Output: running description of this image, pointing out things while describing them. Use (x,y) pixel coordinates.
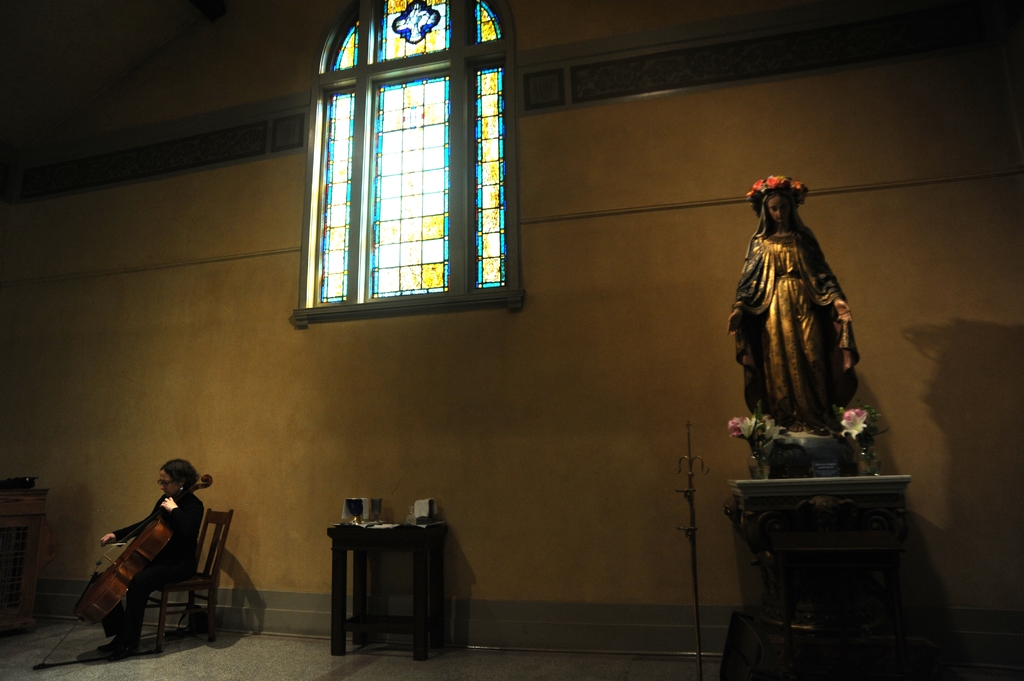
this picture shows a statue (773,412) and a woman (192,475) seated on the chair (204,578) and playing a cello (203,484).
